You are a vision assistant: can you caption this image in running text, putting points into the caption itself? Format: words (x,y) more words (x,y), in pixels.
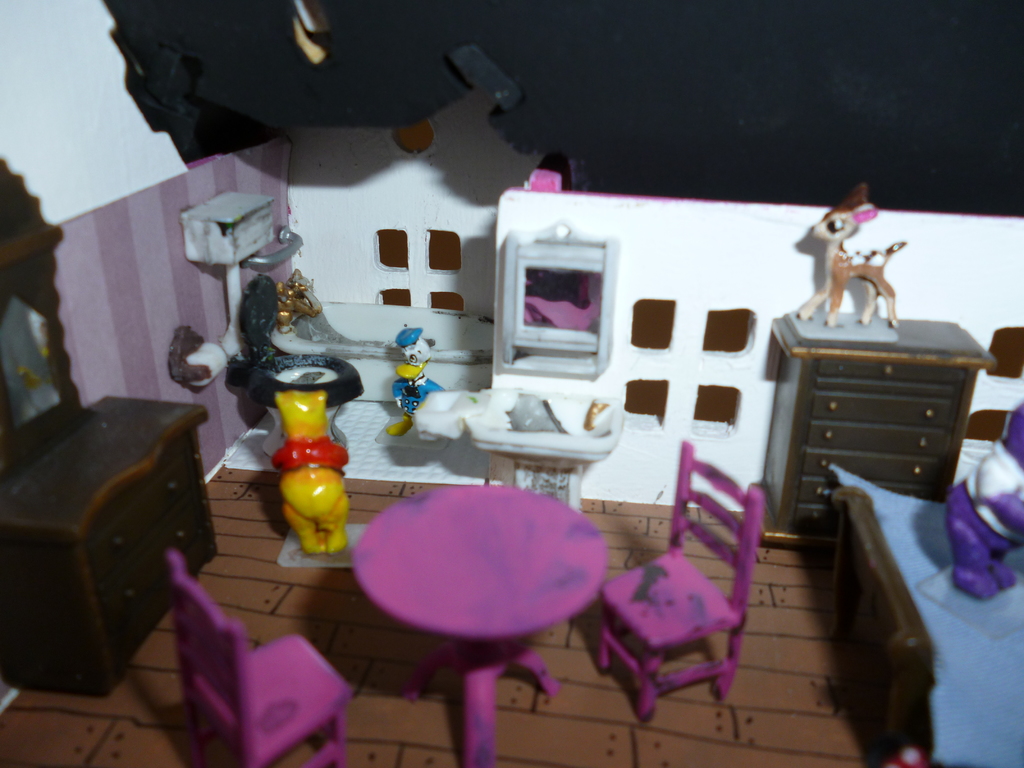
In this image I can see table (507,558), chair (279,665), dressing table (97,531), sink (527,451), toilet (300,365), mirror (36,398), bed (980,692) and toy (408,375) on the floor (280,596). This is the miniature (378,392).
